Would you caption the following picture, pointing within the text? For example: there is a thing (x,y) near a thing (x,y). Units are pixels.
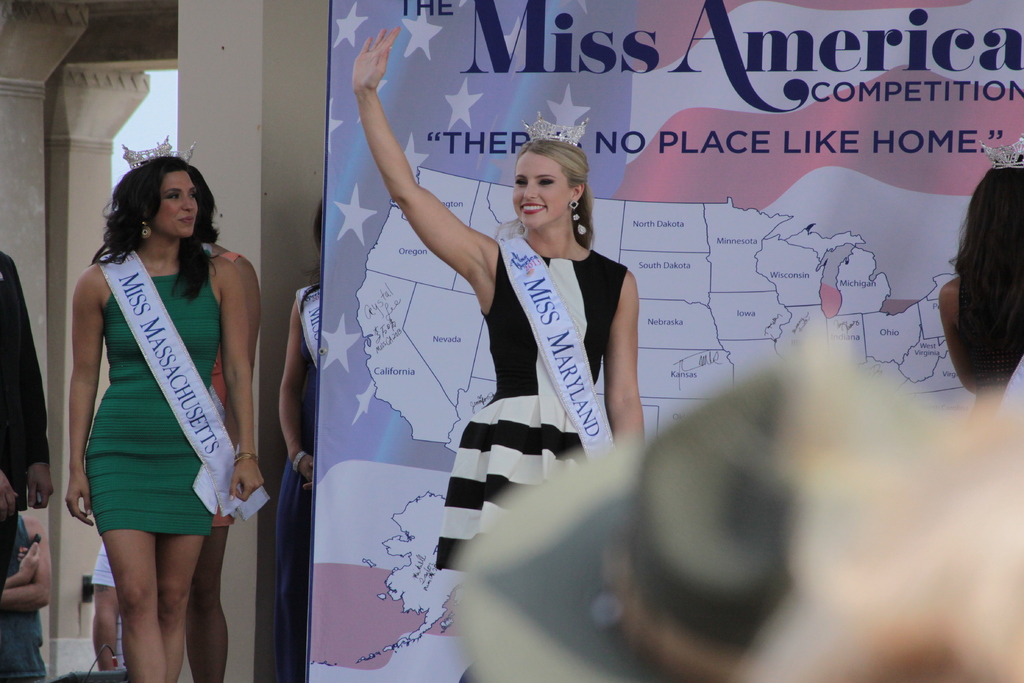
In this image a woman (526,373) is wearing a black dress (502,371). She is having a crown (555,138) on her head (539,147). Behind her there is a banner (751,297) having a map (725,292) and some text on it. Beside banner (360,404) there are few persons (176,518). Behind them there are few pillars (80,145). Right side (978,231) there is a person (1001,236) having crown (1000,149) on her head (983,196).
